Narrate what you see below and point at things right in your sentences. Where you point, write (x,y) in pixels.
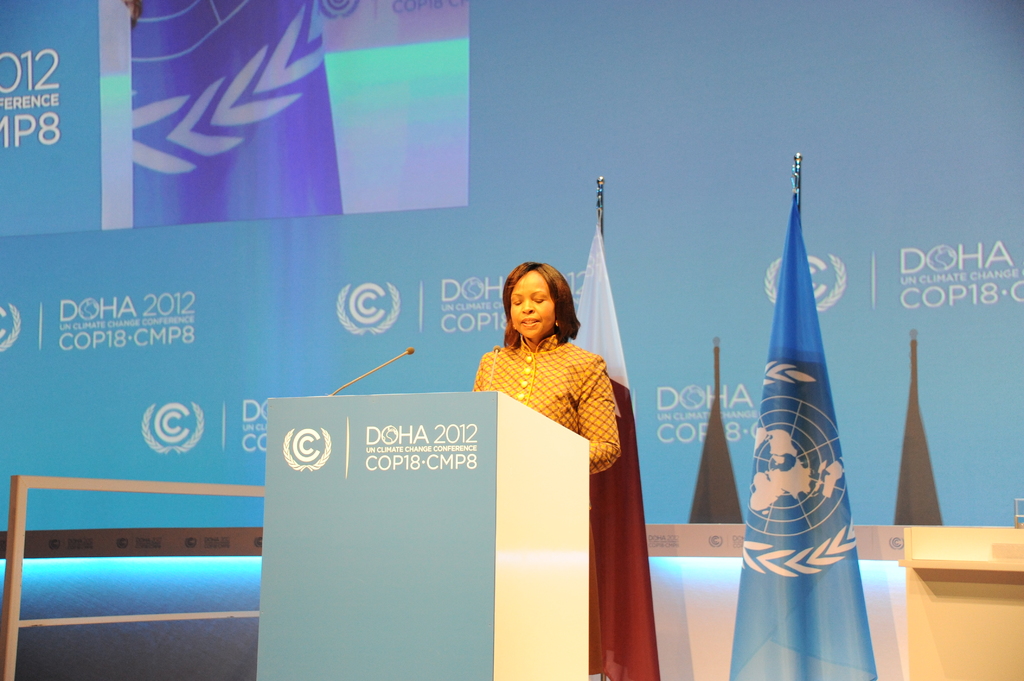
In this image, we can see a person (584,368) wearing clothes (561,379) and standing in front of the podium (419,579). There are flags (804,335) in the middle of the image (589,255). In the background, we can see some text (927,251).
